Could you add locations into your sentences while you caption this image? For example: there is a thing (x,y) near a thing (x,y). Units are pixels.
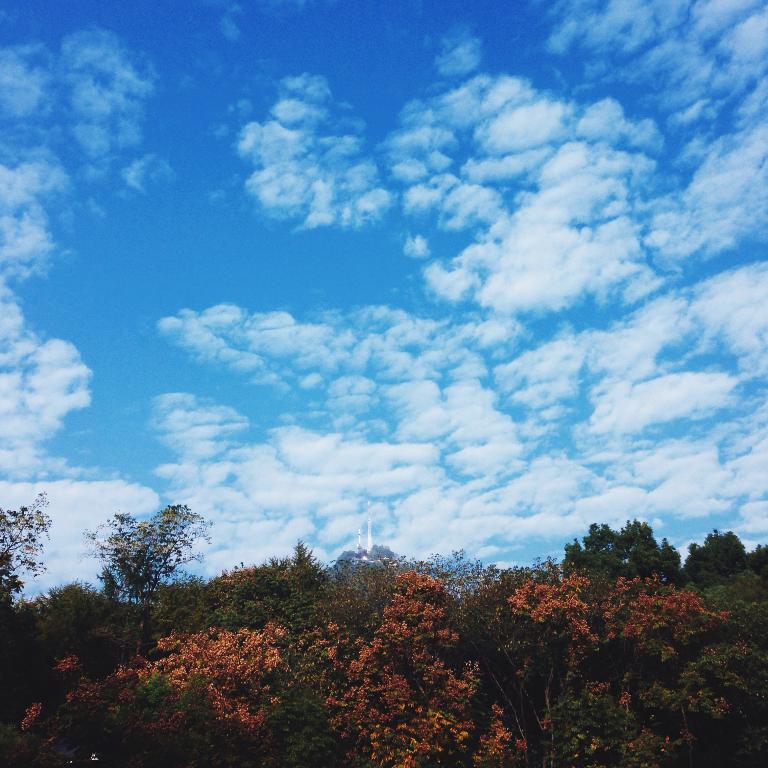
There are trees (377,651) and the sky (462,363) is a bit cloudy.
